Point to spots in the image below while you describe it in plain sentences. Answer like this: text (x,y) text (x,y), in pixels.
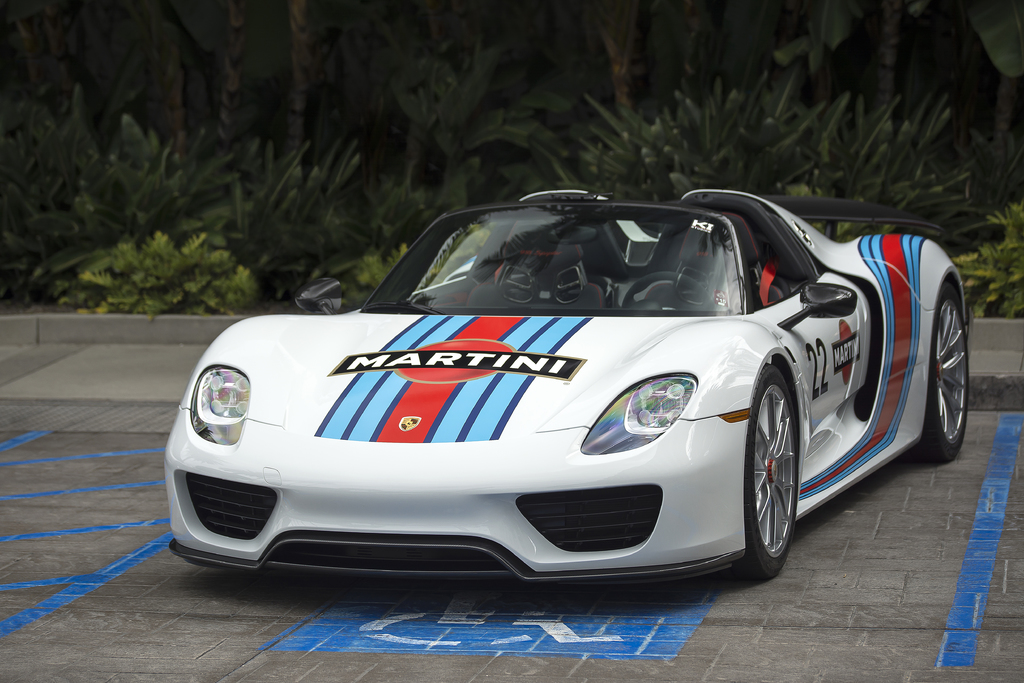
In this picture we can see a car (752,390) on the road (483,599). There are some plants (524,167) in the background (42,252).
